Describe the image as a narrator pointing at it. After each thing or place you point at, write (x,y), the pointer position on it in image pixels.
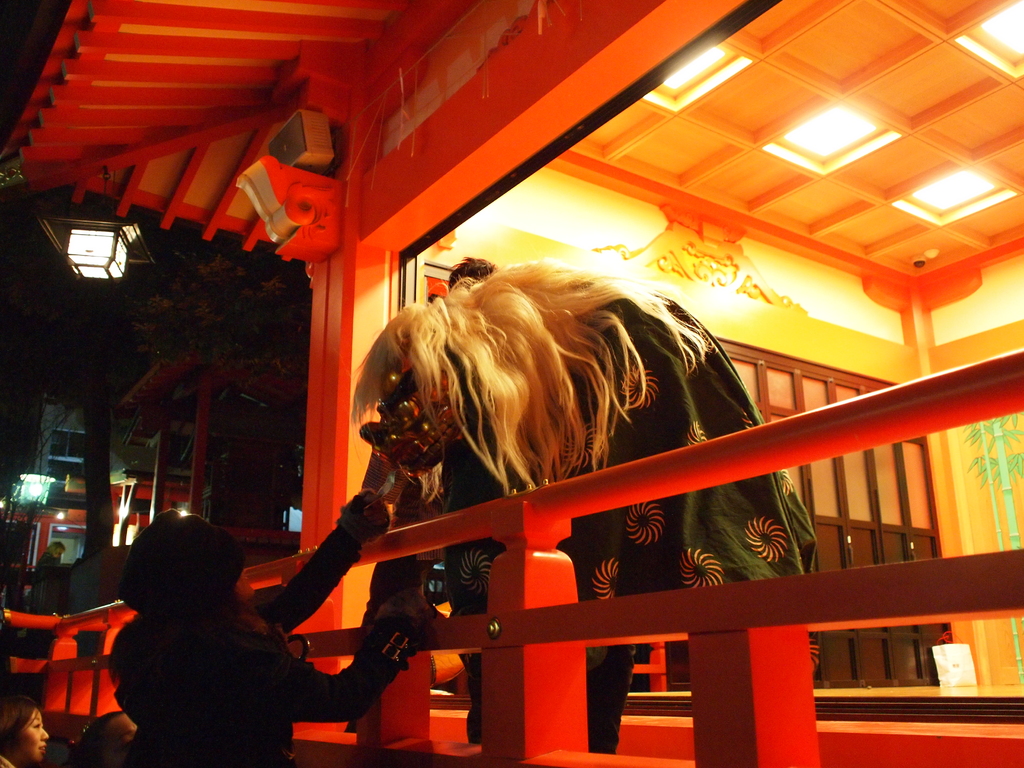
In this image we can see a house (477,181). There is a railing (452,525). There is a person (542,445) wearing a mask (542,461). There is a lady (186,732) at the bottom of the image (207,696) wearing a jacket (329,691). In the background of the image (109,306) there are trees (29,430), houses (48,519), light pole (27,522).
